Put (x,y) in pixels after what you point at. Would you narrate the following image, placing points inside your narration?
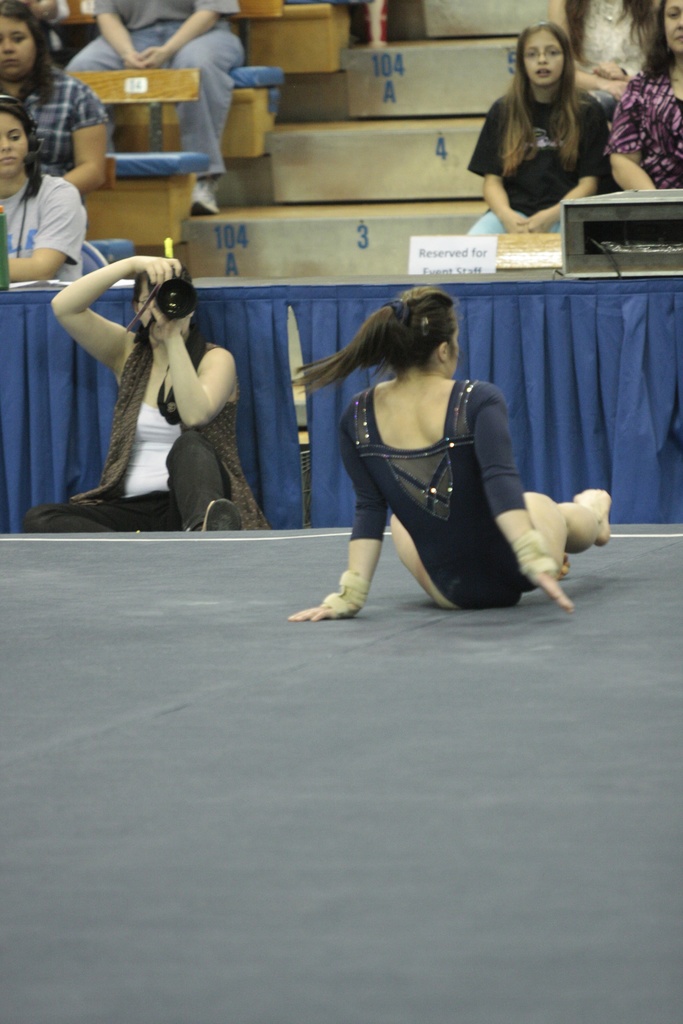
In the foreground of the image (461,538) we can see a woman (468,542) sitting on the ground (471,659). In the center of the image (250,383) we can see a board (454,243) with some text (443,250) placed on the table (503,347) with some clothes (460,353), one woman (181,374) is holding a camera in her hands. In the background (673,42), we can see some audience (49,170) sitting on chairs (263,135) and staircase (386,192).
